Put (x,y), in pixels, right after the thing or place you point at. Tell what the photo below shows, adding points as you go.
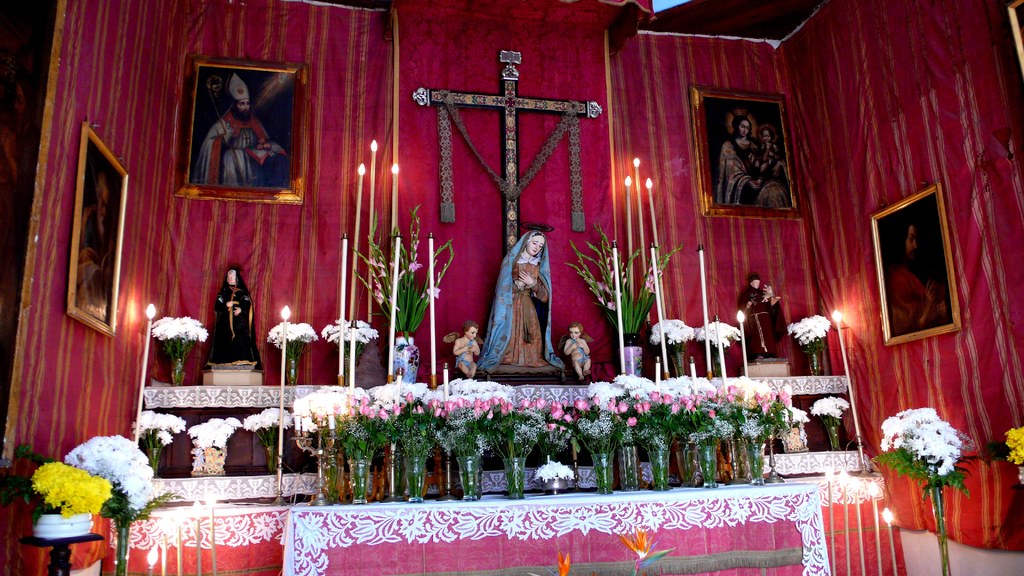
In this image I can see there are so many flower pots (721,386) kept on the table (420,539) and I can see a red color, on the wall (359,156) I can see a photo frame (186,177) attached to the wall (459,169) and I can see a cross (512,78) attached to the wall (552,190) in the middle (510,205), and in front of the wall (402,221) I can see sculptures (530,244) and candles (393,247) and flower pots (816,323) visible.
